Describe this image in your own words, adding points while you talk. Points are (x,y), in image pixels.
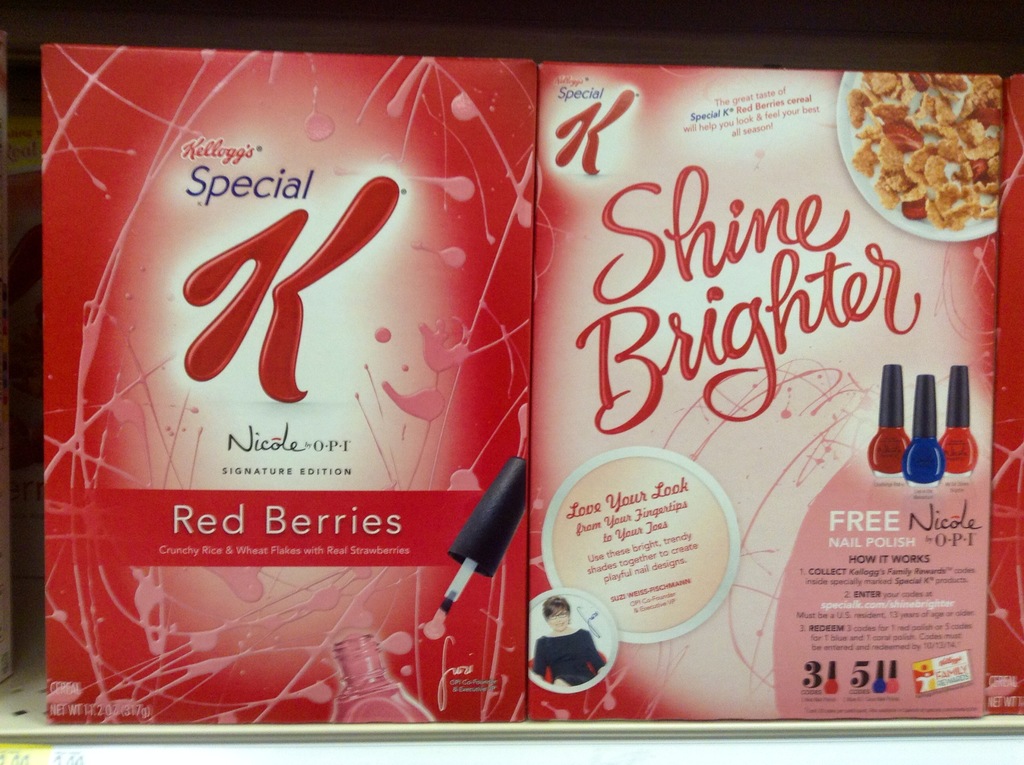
In this picture we can see two cereal boxes (75,248), on this boxes (114,114) we can see some text (289,292), person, food items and nail polishes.
